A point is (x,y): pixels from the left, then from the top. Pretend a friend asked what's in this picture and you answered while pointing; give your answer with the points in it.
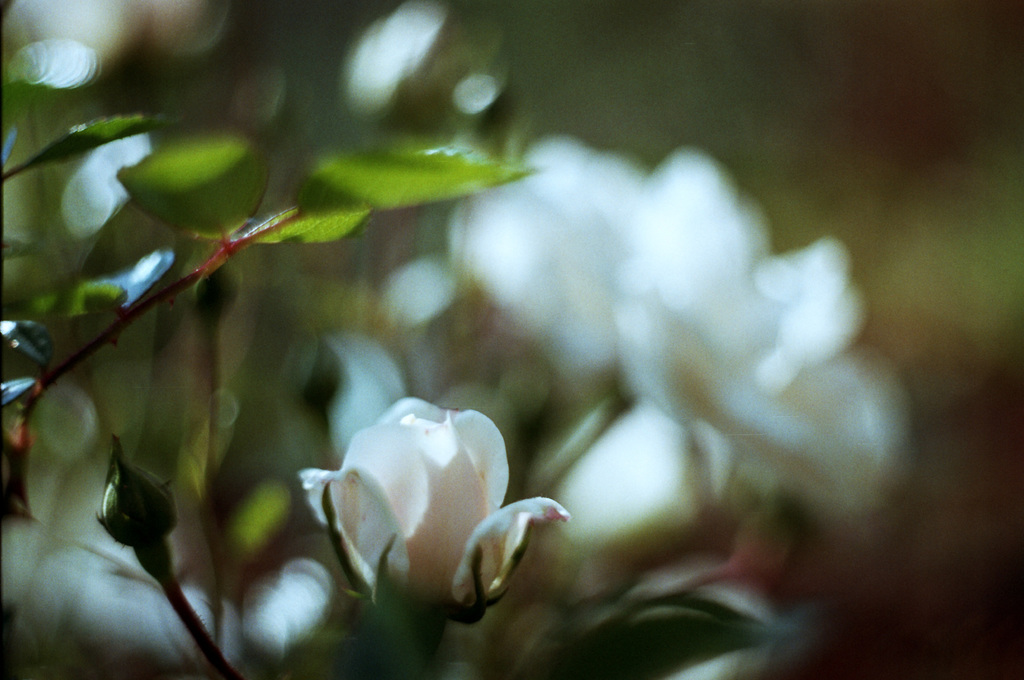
This picture shows plants (330,187) with flowers (377,362). Flowers (407,470) are white in color.
